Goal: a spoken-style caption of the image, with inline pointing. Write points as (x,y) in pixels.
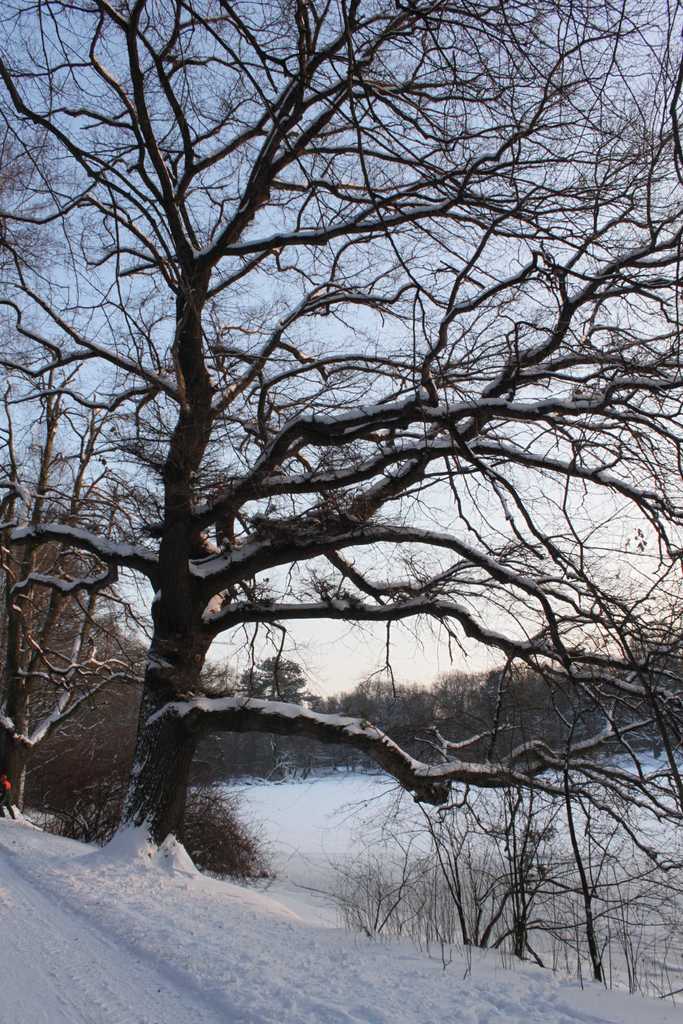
In this image there are trees (275,530). At the bottom (228,961) there is snow (301,950). In the background (443,493) there is sky (361,333).
